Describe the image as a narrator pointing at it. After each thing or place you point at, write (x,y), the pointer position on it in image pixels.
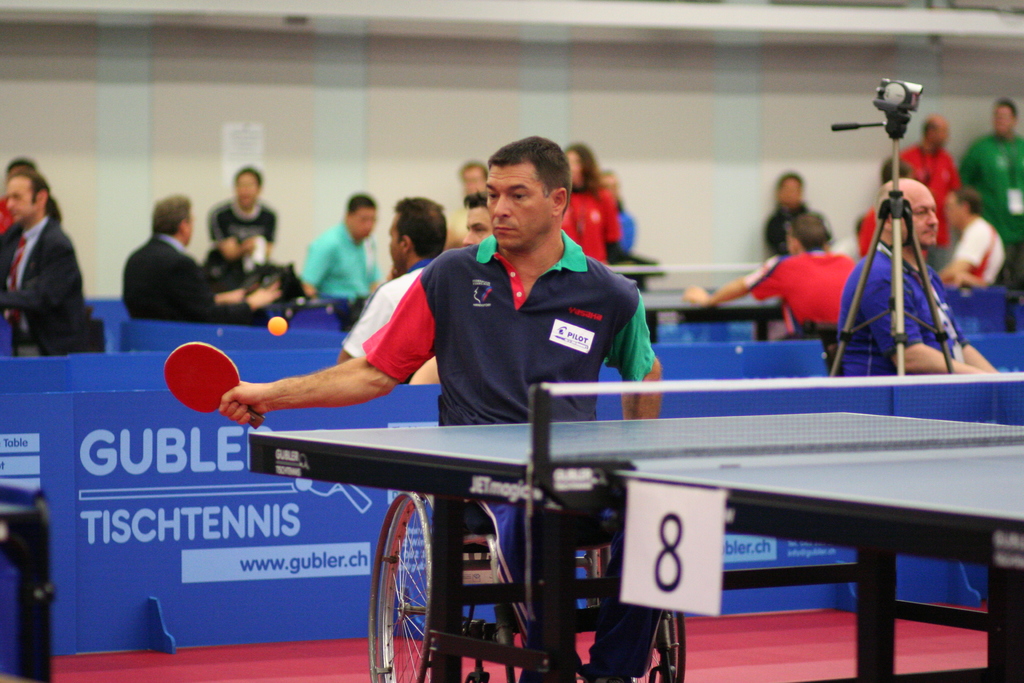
There is a man (277,402) sitting on a wheel chair (468,669) and he is holding a racket (198,358) with his hand (231,412). This is a table (820,514) and there is a mesh (719,418). Here we can see group of people (219,318). There are boards (171,451), stand (919,251), and a camera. In the background (100,86) we can see wall (676,205).
